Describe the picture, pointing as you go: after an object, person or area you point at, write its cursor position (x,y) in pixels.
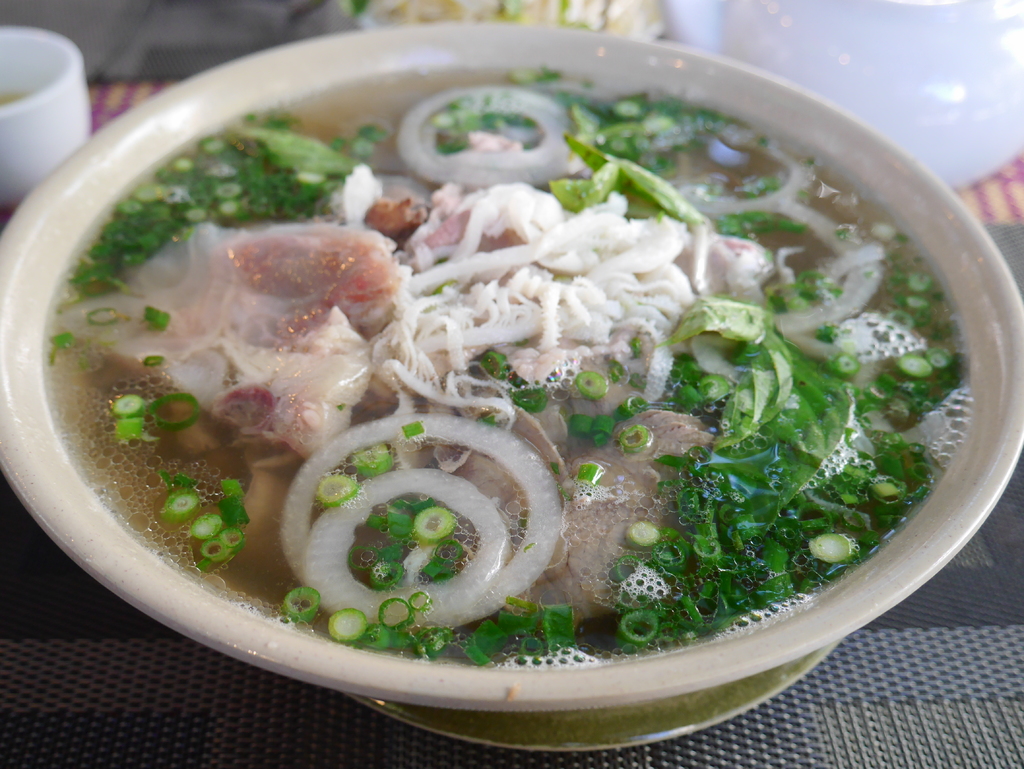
In this image we can see the food item (483,378) in a bowl (422,684). In the top left (56,137), we can see a cup (1,105).
